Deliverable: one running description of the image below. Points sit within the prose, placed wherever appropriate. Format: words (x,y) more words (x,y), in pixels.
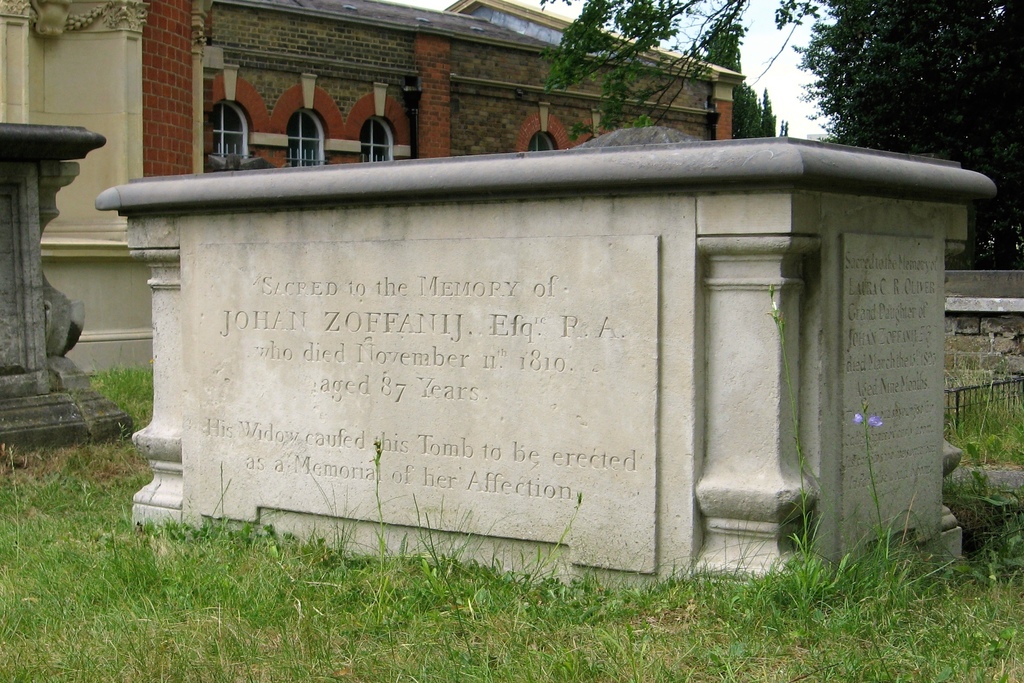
In this image, It looks like a memorial stone (424,447) with the letters (367,435) carved on it. I can see the grass (231,544). This looks like a building (463,132) with windows (243,139). On the right side of the image (929,125), I can see the trees (843,98). On the left side of the image (39,421), I think this is another memorial stone (47,303).
